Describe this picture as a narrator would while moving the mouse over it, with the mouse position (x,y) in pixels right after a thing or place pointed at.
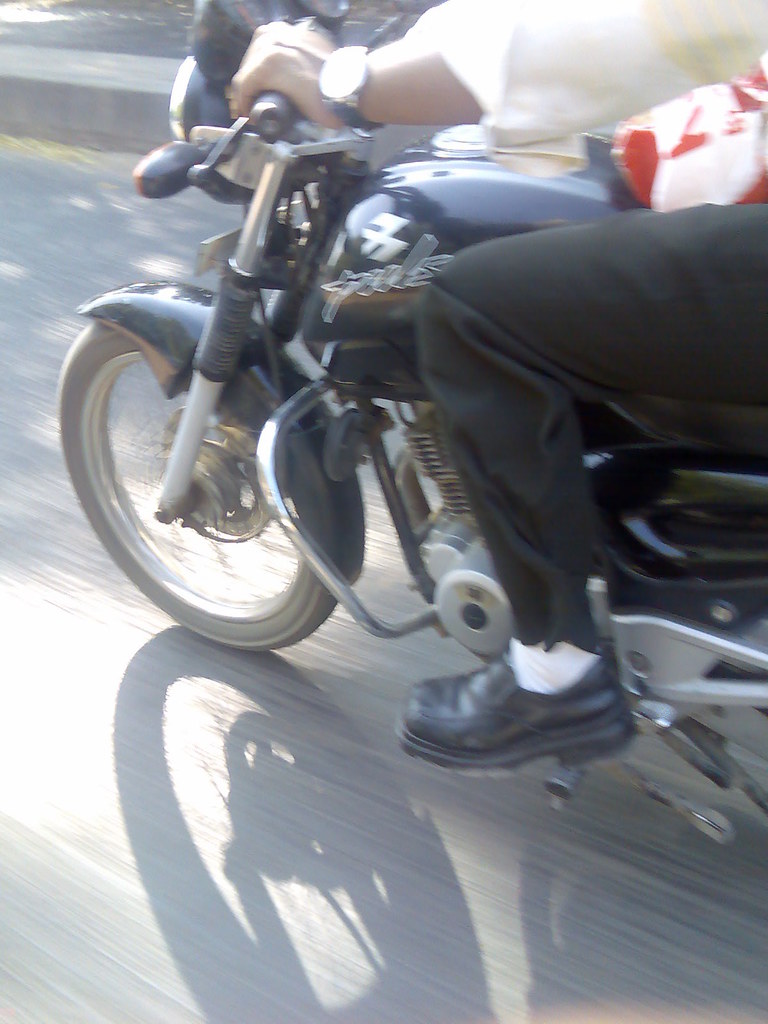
This person (654,245) sitting and riding bike (710,489) on the road (321,874).
